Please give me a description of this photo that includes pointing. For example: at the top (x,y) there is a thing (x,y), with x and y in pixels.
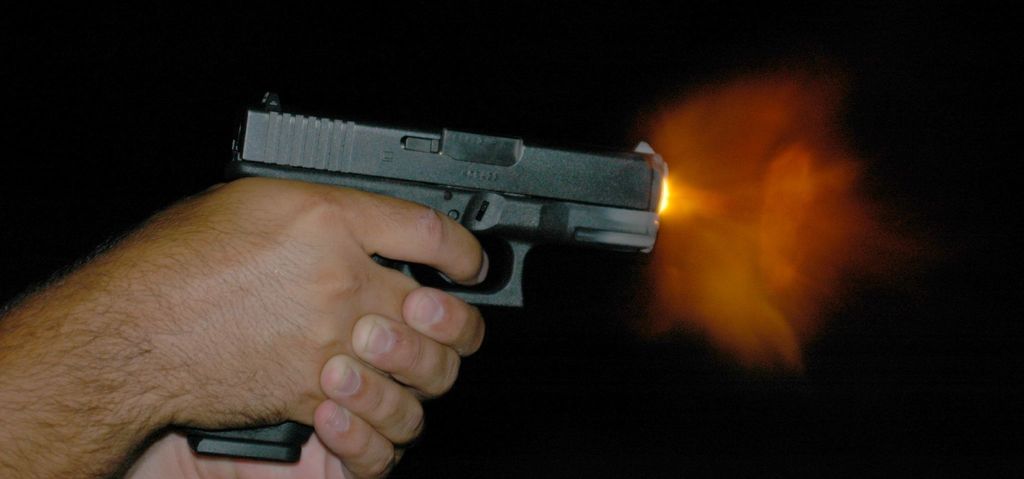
In this image I can see hands (238,332) of a person (288,272) is holding a black colour gun (578,186). I can also see black and orange colour over here.
